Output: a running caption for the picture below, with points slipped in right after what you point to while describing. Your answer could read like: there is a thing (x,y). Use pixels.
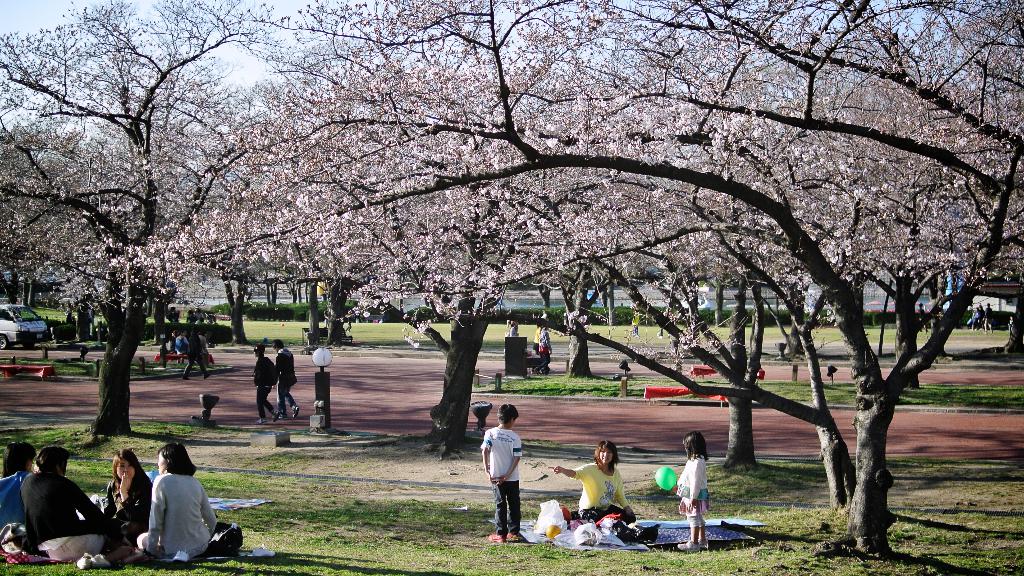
In this picture we can see the bushes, water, grass (753,341), vehicle (12,319), lights (322,368), tablecloths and some people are sitting on benches (182,356) and some of them are walking. At the bottom of the image (546,499) we can see the ground (378,514) and some people (604,506) are sitting and also we can see the cloths (66,546), a balloon (554,528), bags (557,510) and some objects (610,525). In the background of the image (568,140) we can see the trees (978,193). At the top of the image (217,62) we can see the sky (254,46).
